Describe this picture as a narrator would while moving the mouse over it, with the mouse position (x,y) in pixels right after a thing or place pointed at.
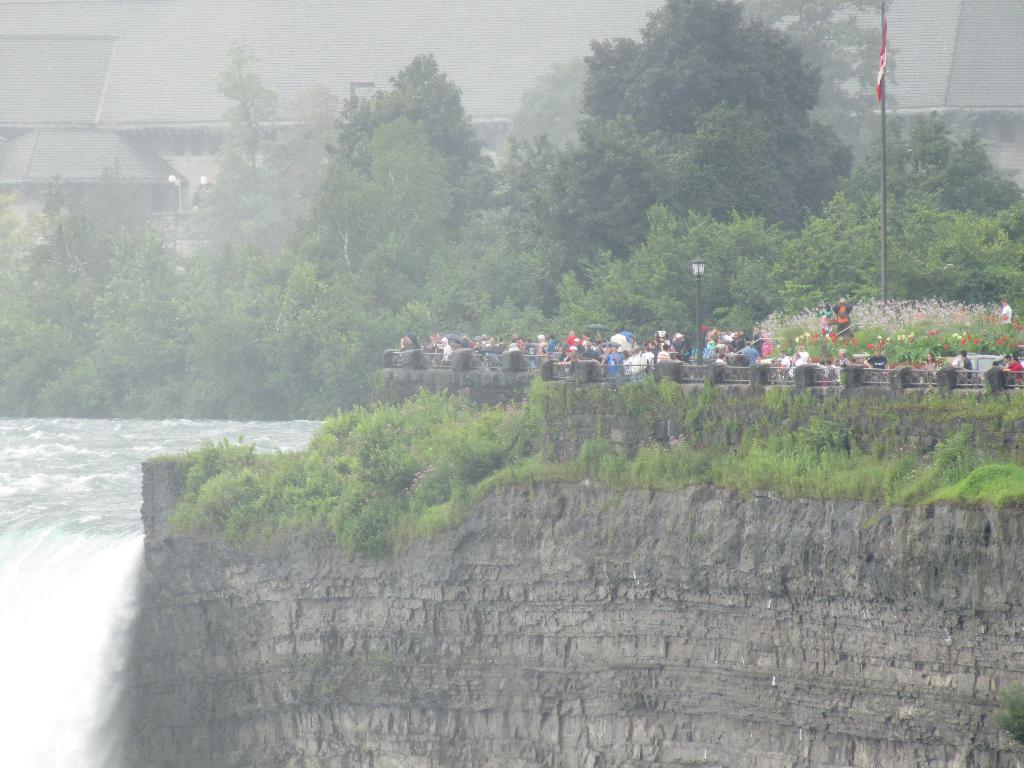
This image is taken outdoors. At the bottom of the image (425,631) there is a hill (561,608) with a few plants (440,471) and grass (978,500) on it and there is a waterfall (41,646). In the background (672,85) there is a building (196,105) and there are many trees (651,225) and plants (1018,335). In the middle of the image (536,348) a few people (577,346) are standing on the ground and there is a wall (598,391) with railings (431,360). There is a pole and a flag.
